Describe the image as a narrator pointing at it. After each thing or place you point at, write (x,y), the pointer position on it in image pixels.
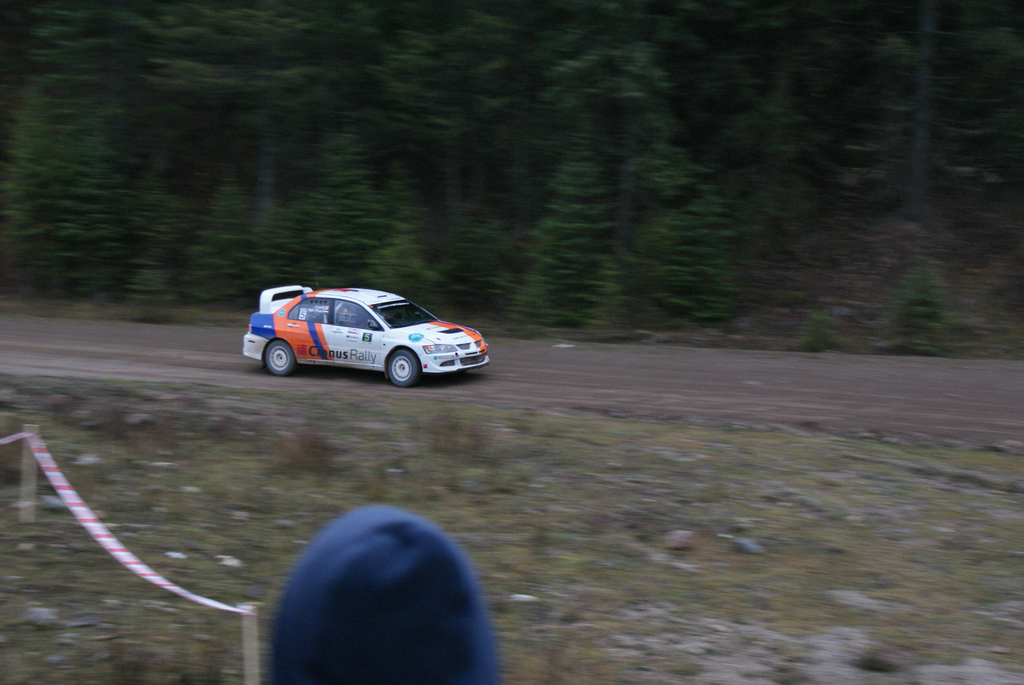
In this image at the bottom (376,596) we can see a cap (332,617), caution tape (107,546) tied to the small poles (245,632). In the background (399,325) we can see a person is riding car (404,341) on the road (617,397) and we can see plants (472,450), trees (518,197), stones (683,539) and trees (374,208) on the ground (700,532).
